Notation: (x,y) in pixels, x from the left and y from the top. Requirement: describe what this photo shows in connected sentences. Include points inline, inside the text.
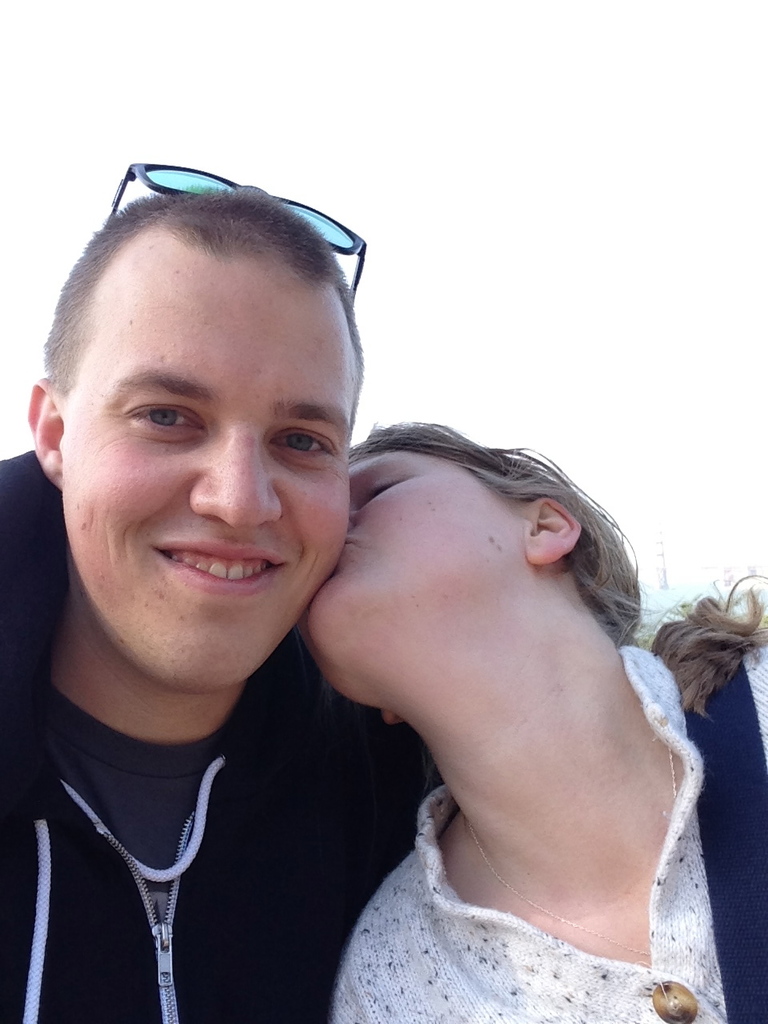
In this picture there is a man (246,504) wearing black color jacket (193,812) smiling and giving the pose into the camera. Beside there is a woman (474,840) who is kissing him. Behind there is a white background (707,72).
